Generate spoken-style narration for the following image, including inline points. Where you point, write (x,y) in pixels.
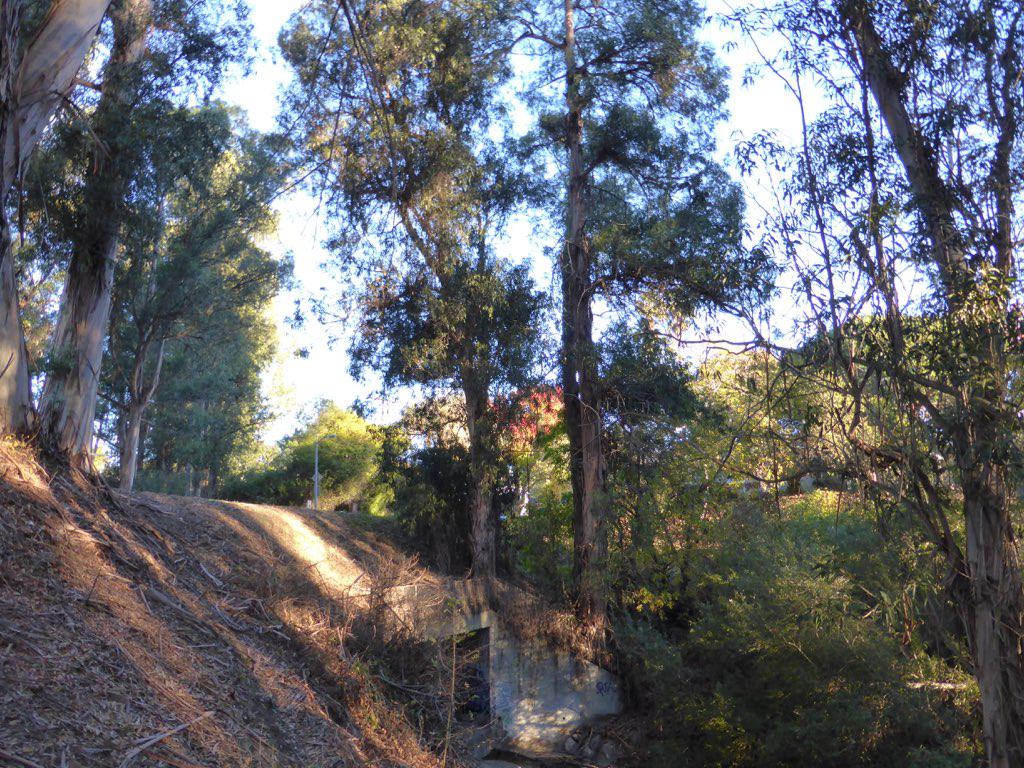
In this picture we can see so many trees (450,458).
